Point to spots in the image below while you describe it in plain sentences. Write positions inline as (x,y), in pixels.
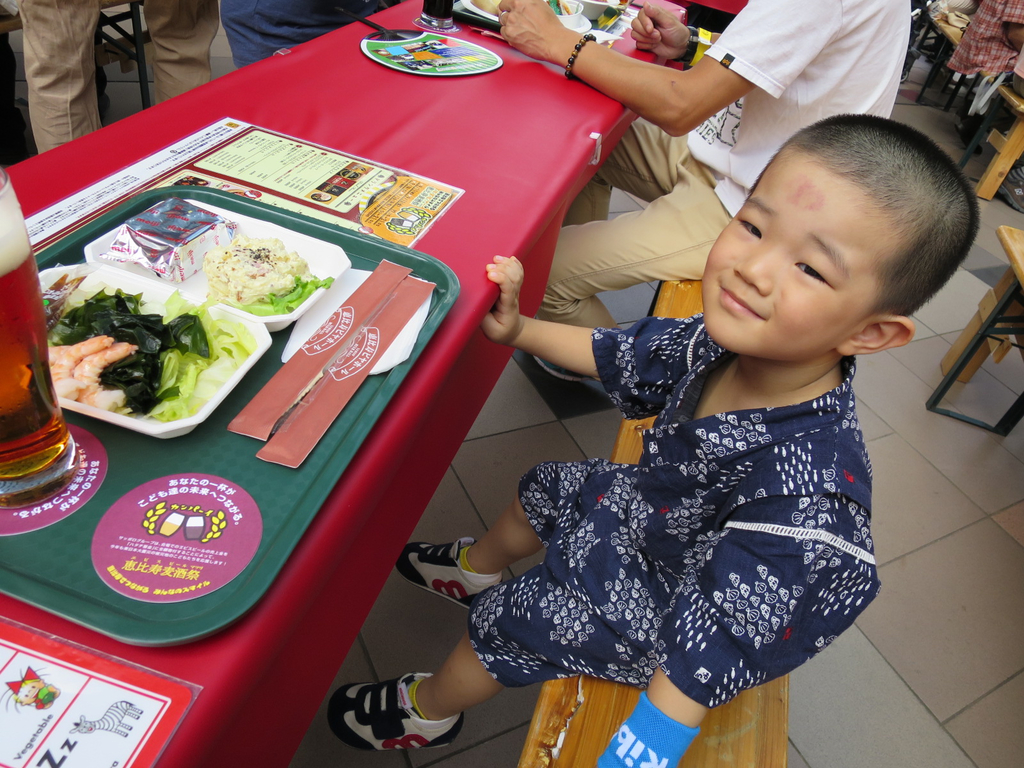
In the center of the image (376,264) there is a table (334,208). On the table (334,208) we can see salad (182,331), beverage (17,399), plates (199,287) and some food (218,271) on the table (488,105). On the right side of the image (886,199) we can see a kid (682,591) and the person (764,124) sitting on the bench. In the background (983,48) we can see persons (970,64) and bench (1008,104).
